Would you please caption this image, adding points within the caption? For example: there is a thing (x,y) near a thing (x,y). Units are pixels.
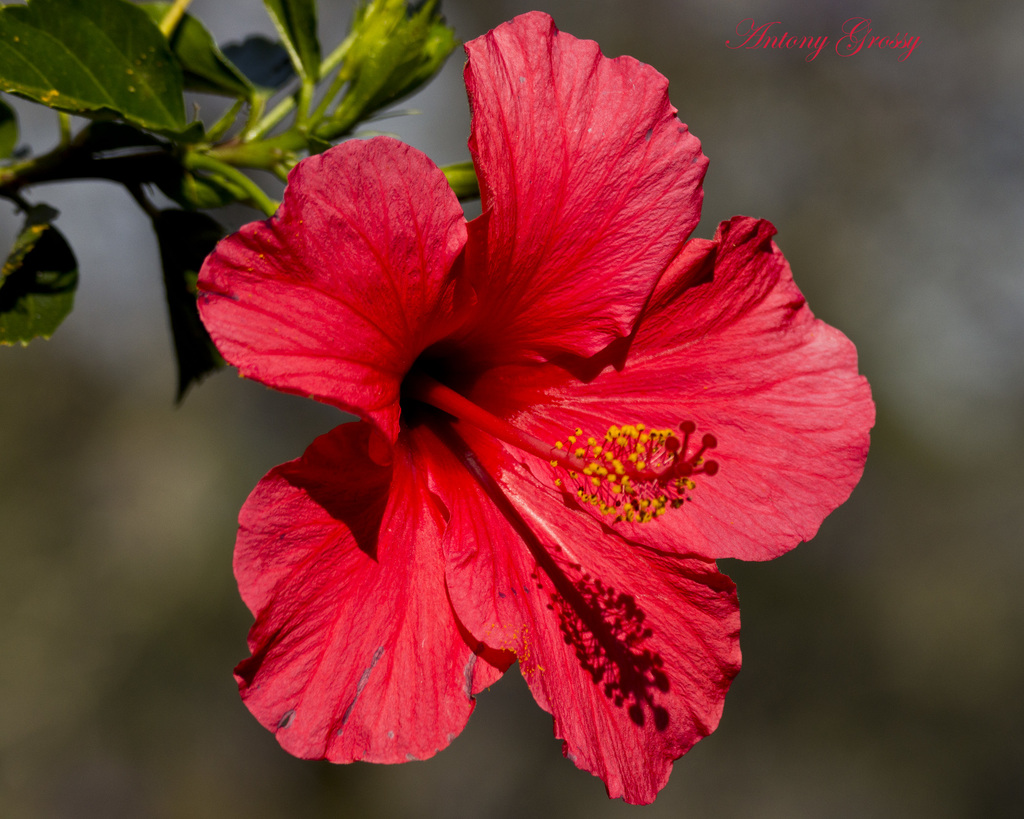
In this image there is a flower (580,445), there are leaves (176,294), there is the text (799,42) written on the image, the background of the flower (628,799) is blurred.
